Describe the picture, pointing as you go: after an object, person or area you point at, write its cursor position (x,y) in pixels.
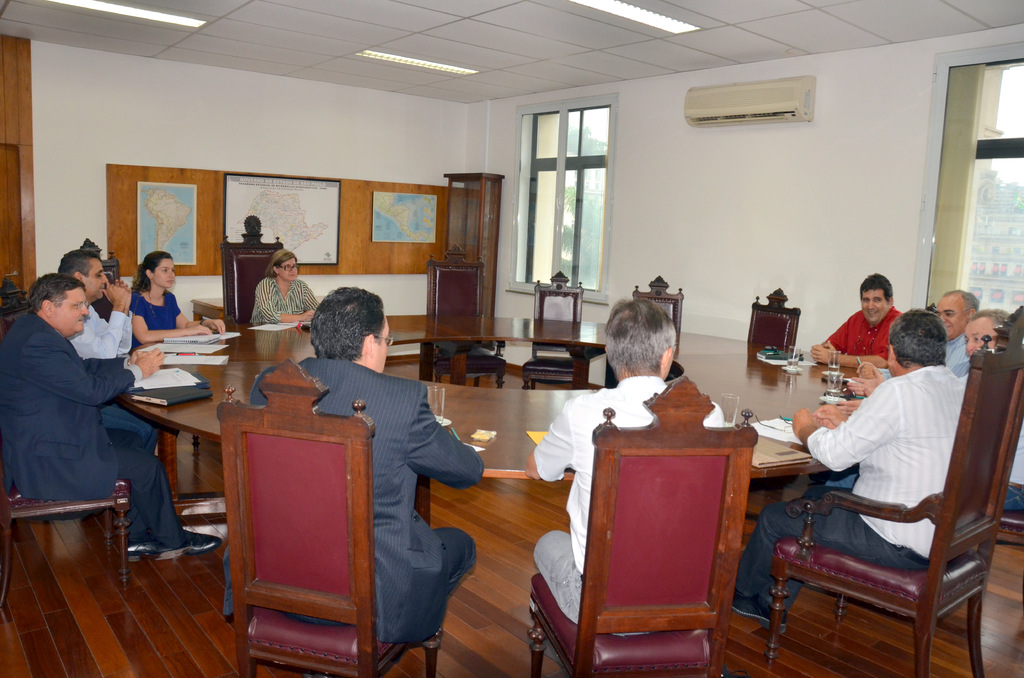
This picture describes about group of people (327,343) they are all seated on the chair (897,519), in front of them we can see couple of papers (176,351), glasses (433,406) on the table (826,366), in the background (784,123) we can find air conditioner (731,113), notice board (364,208) and couple of maps (325,193) on the wall (289,155).
